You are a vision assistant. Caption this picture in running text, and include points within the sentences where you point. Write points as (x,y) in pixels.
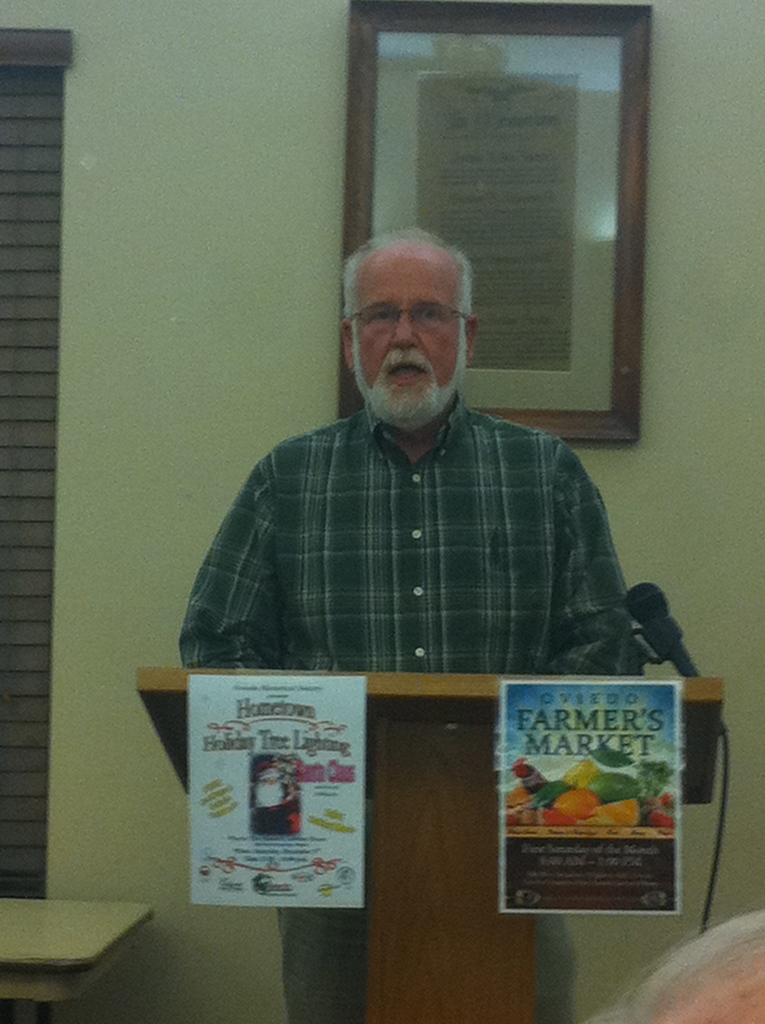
In this image we can see a person (309,499) standing near a podium (371,698). In the background of the image (173,221) there is wall (167,110) with a photo frame (508,194). There are posters (499,749) to the podium (488,839).
